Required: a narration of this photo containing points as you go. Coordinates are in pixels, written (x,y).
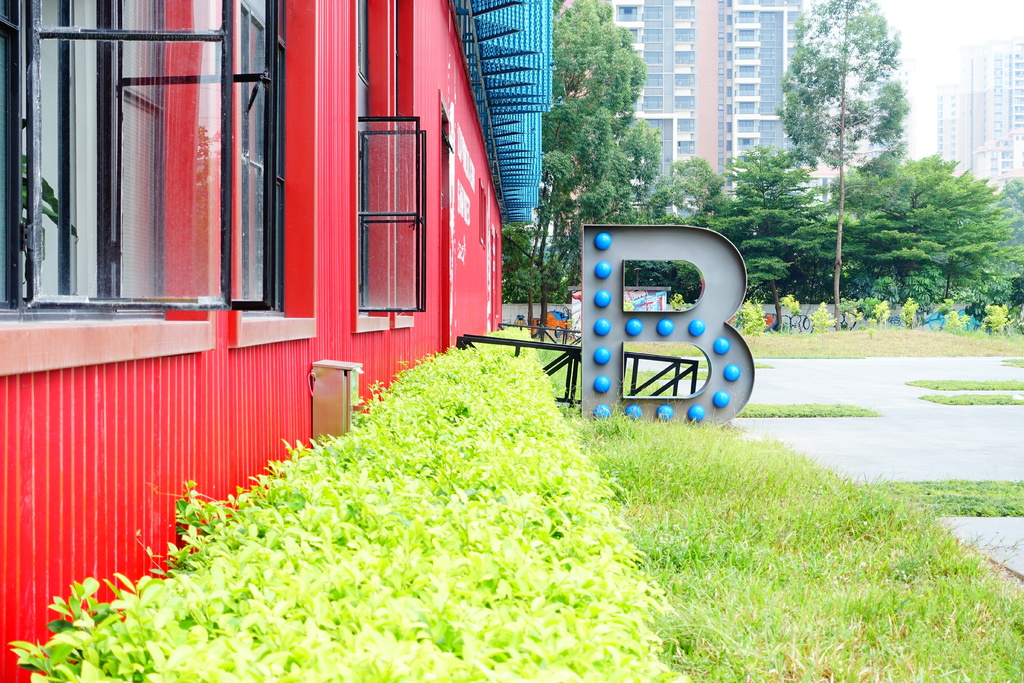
In this image I can see a red colour building (315,114) on the left side (36,92), I can also see windows (103,159) and near it I can see bushes (495,426), grass (590,426) and a board (728,402). In the background (539,202) I can see number of trees (542,286), plants (852,303), few buildings (666,130) and the wall (808,322) near these plants (945,304).
